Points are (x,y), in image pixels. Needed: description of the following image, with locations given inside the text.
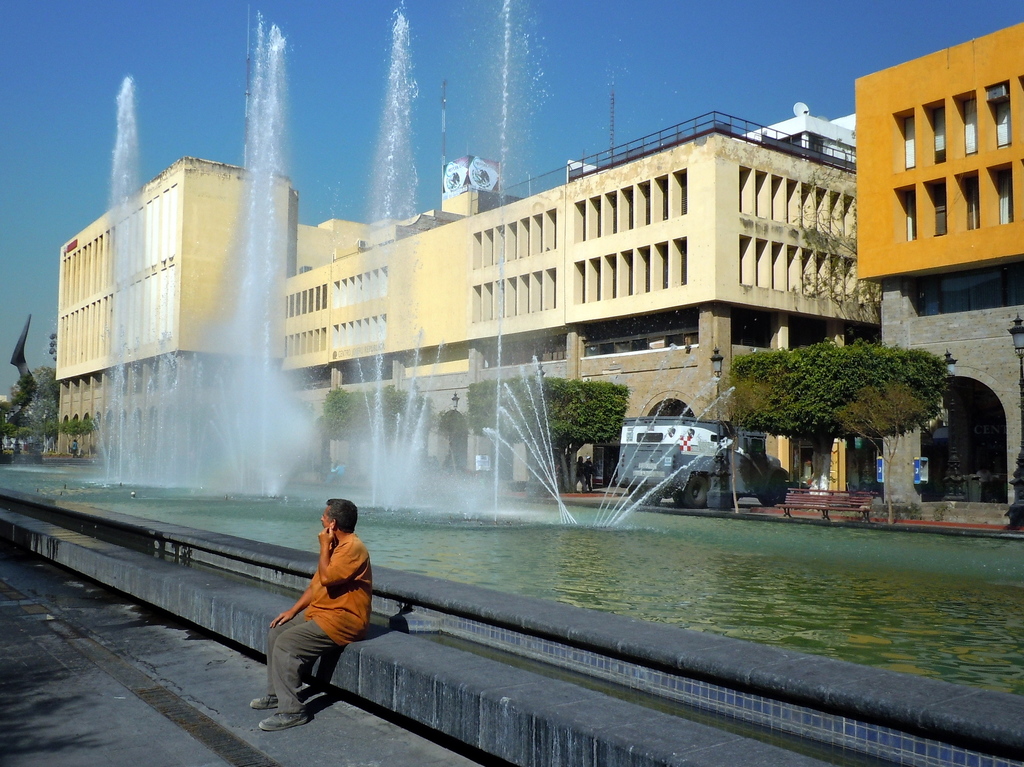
In the center of the image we can see the person (299,679) sitting at the fountain (545,572). In the background (308,456) there is a fountain (470,503), buildings (450,349), current poles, trees (758,384), vehicle (688,461), persons (591,469) and a sky (712,69).
